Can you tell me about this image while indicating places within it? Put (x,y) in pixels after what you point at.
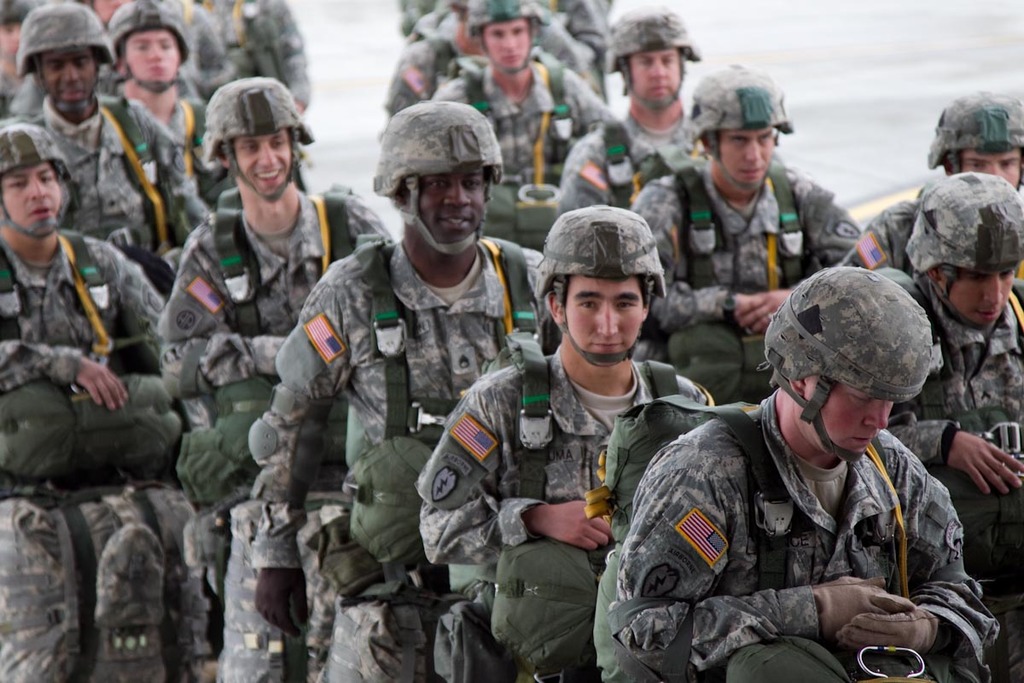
In this image we can see some people (462,539) in military uniform (493,275) and we can see some people (400,270) are carrying bags (635,408).
